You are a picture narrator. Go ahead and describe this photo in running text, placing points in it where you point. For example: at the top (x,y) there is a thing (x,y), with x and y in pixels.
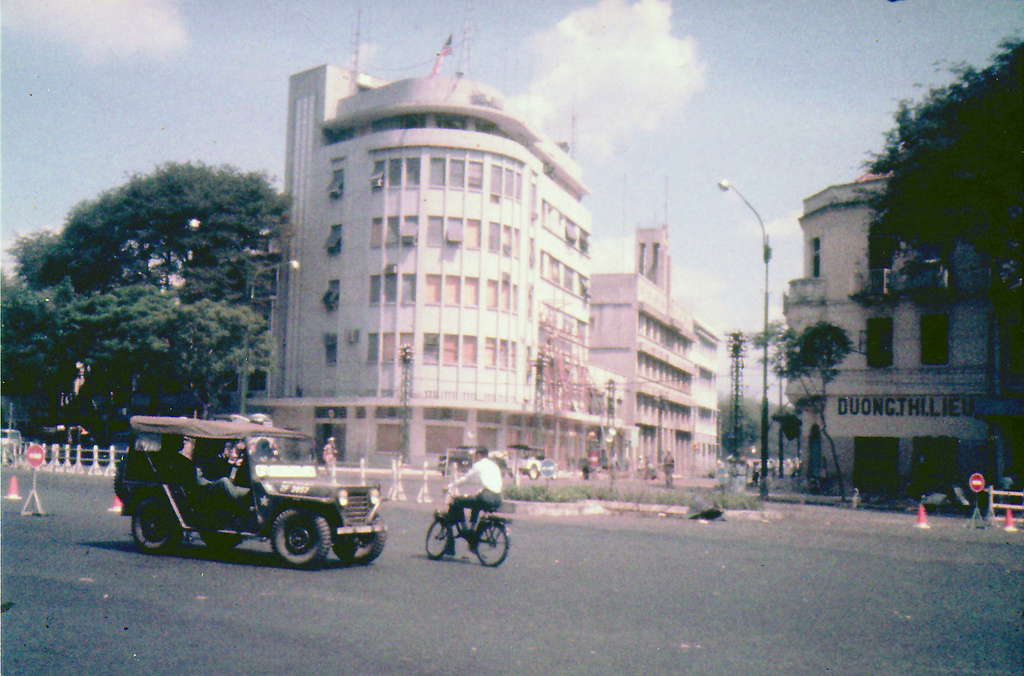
In this image, there are a few buildings (839,404), trees (743,430) and people (492,502). We can see some vehicles (287,464). We can see the ground (416,498) with some objects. We can see the fence (60,454) and some sign boards (31,458). There are a few poles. We can see a tower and the sky (622,89) with clouds (630,52).
